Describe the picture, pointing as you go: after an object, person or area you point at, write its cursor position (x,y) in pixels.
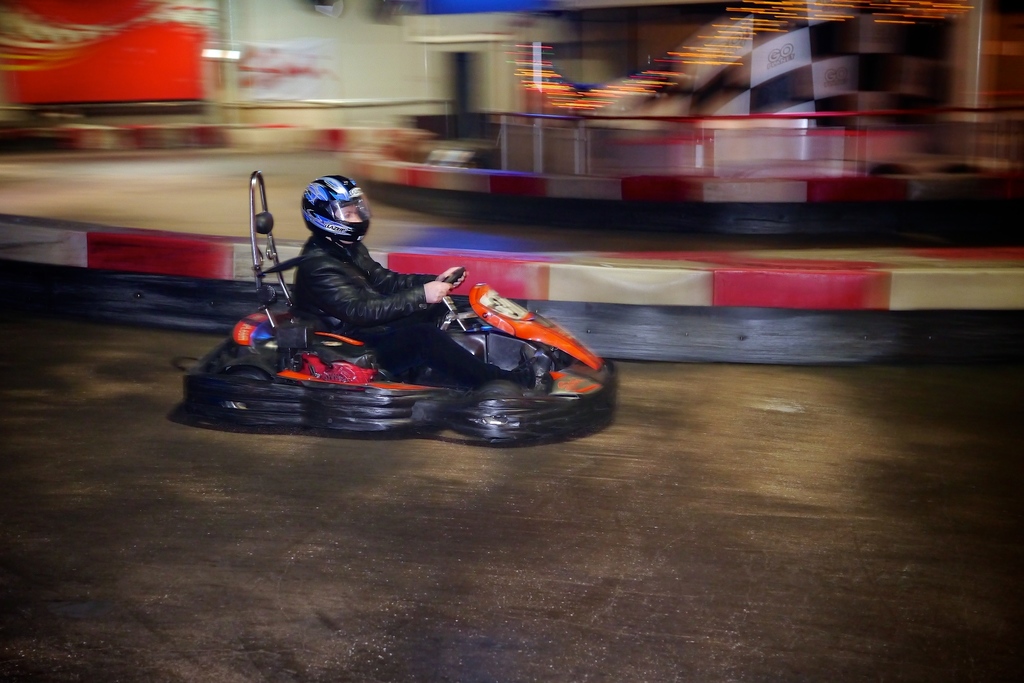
In this image we can see a person (335,276) wearing the helmet (360,232) and riding and the background (119,167) is blurred with a barrier (602,279), path (200,196), wall (366,89), banner (747,66) and at the bottom (502,458) we can see the road (513,506).
